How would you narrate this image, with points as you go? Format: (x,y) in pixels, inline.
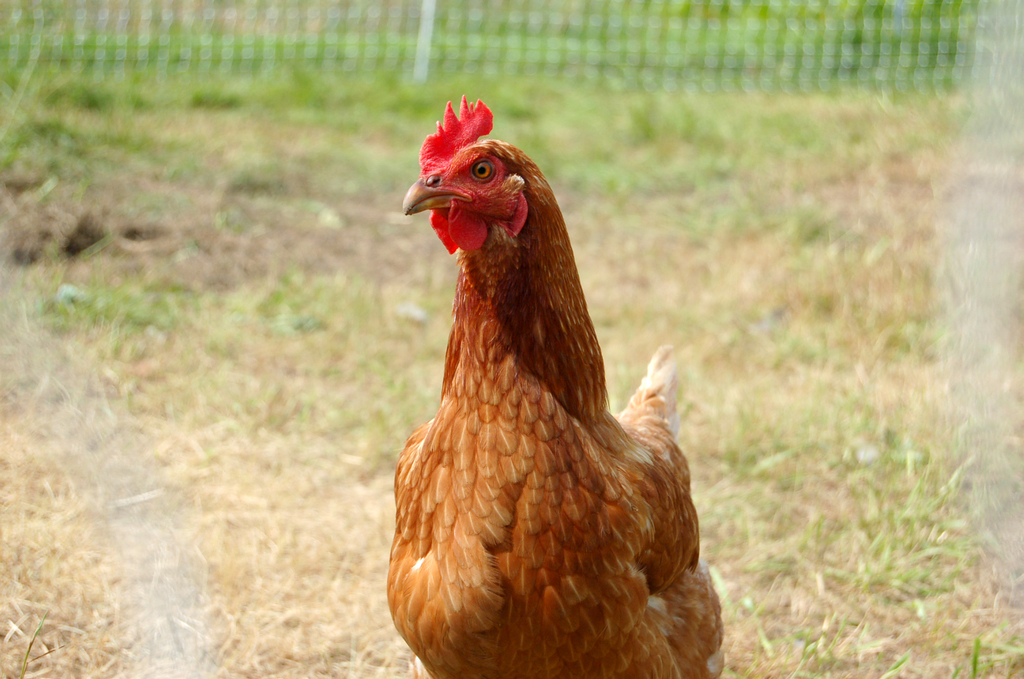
In the image I can see a hen (517,441). In the background (389,174) I can see the grass (574,235), fence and some other objects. The background of the image is blurred.
